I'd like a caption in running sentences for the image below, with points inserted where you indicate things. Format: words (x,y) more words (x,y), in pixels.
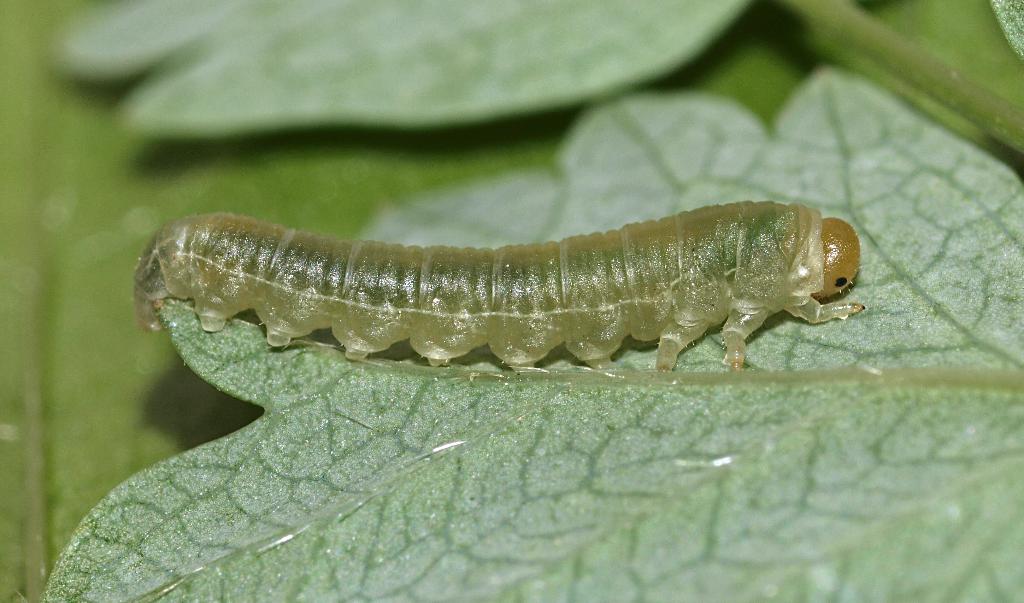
In this image I can see an insect (549,246) on the leaf (421,243). I can see the blurred background (184,104).
